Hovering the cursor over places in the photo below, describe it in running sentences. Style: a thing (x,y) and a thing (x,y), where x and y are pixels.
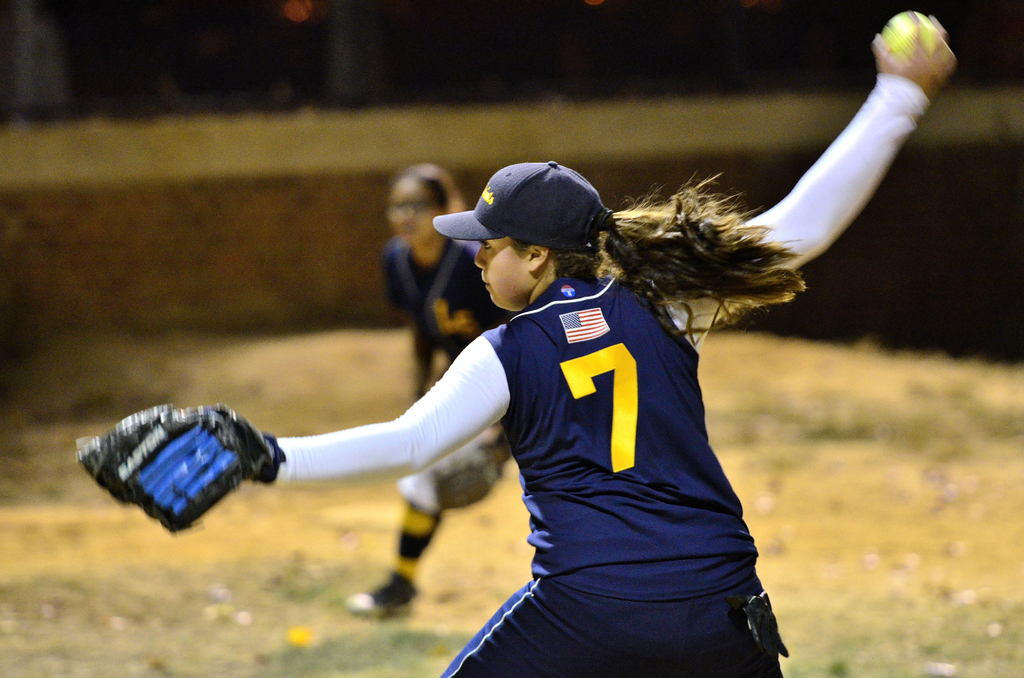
In the foreground of this image (592,499), there is a woman (558,509) standing and wearing gloves (248,457) to one hand (250,432) and holding a ball (893,28) in the other hand (881,37). In the background (425,249), there is another woman (427,319) standing on the ground (273,394).
